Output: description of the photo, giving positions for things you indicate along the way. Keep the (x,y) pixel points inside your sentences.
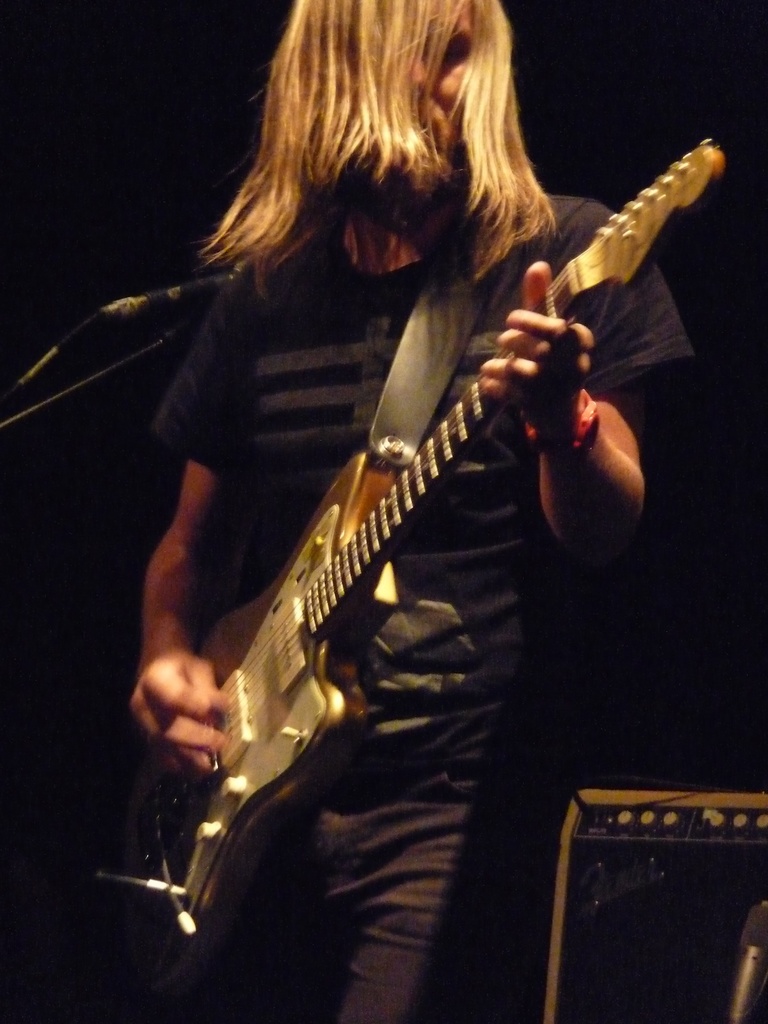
Background of the picture (738,349) is completely dark. Here we can see a man (359,214) standing in front of a mike (111,365) and playing guitar (251,801). His hair (503,146) is brown in colour. At the right side of the picture (619,891) we can see a device (649,926).
